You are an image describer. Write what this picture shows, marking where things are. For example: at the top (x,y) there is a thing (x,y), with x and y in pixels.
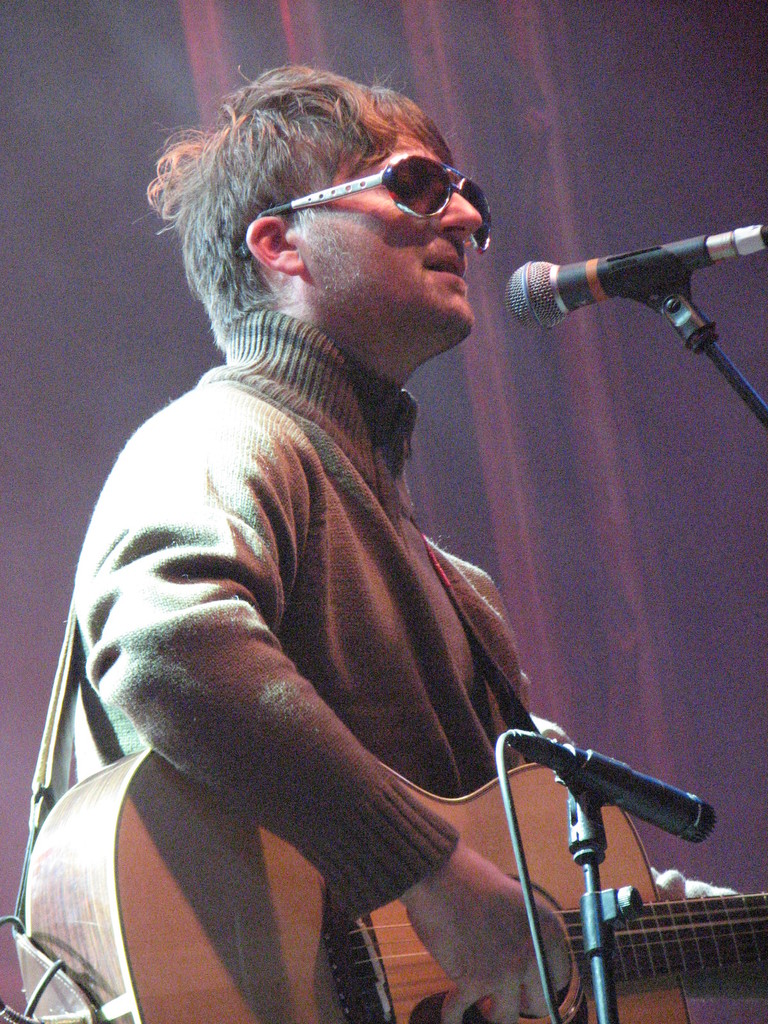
there is a stage (116,219) there are two mikes (654,815) and the person (407,693) is playing the guitar (208,889) in front of mike (540,284) and wearing the black spec (405,199) and chocolate woolen coat (291,371).
